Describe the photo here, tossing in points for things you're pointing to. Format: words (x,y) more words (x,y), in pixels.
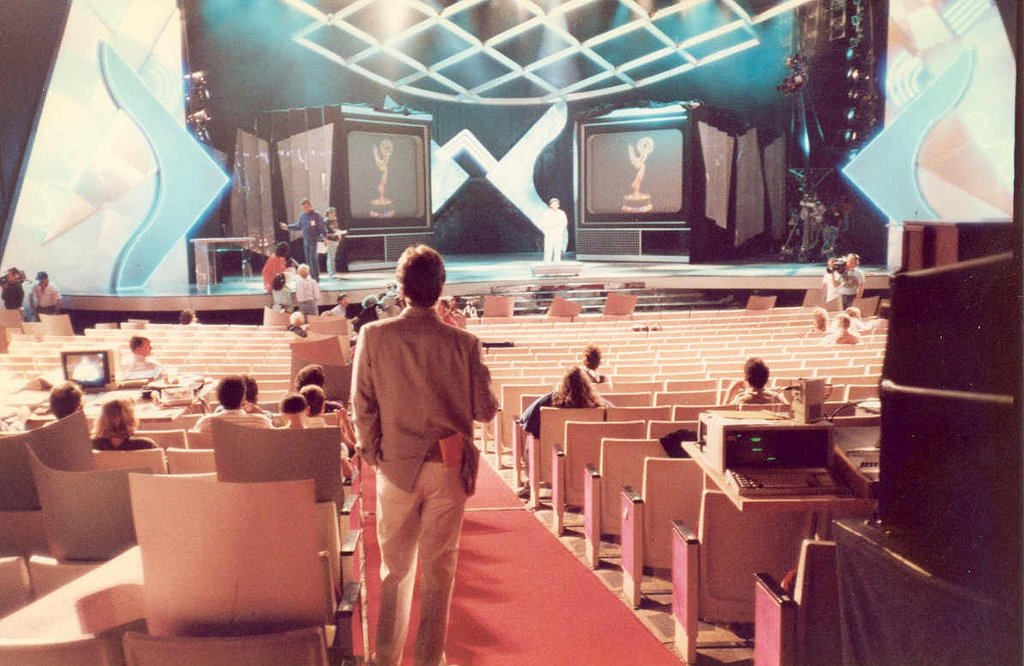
In this picture we can see some people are sitting on chairs (683,425) and some people (380,508) are standing on the floor (376,576) and some people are on stage (513,278), carpets (498,502), devices (749,477), lights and some objects (624,177).
